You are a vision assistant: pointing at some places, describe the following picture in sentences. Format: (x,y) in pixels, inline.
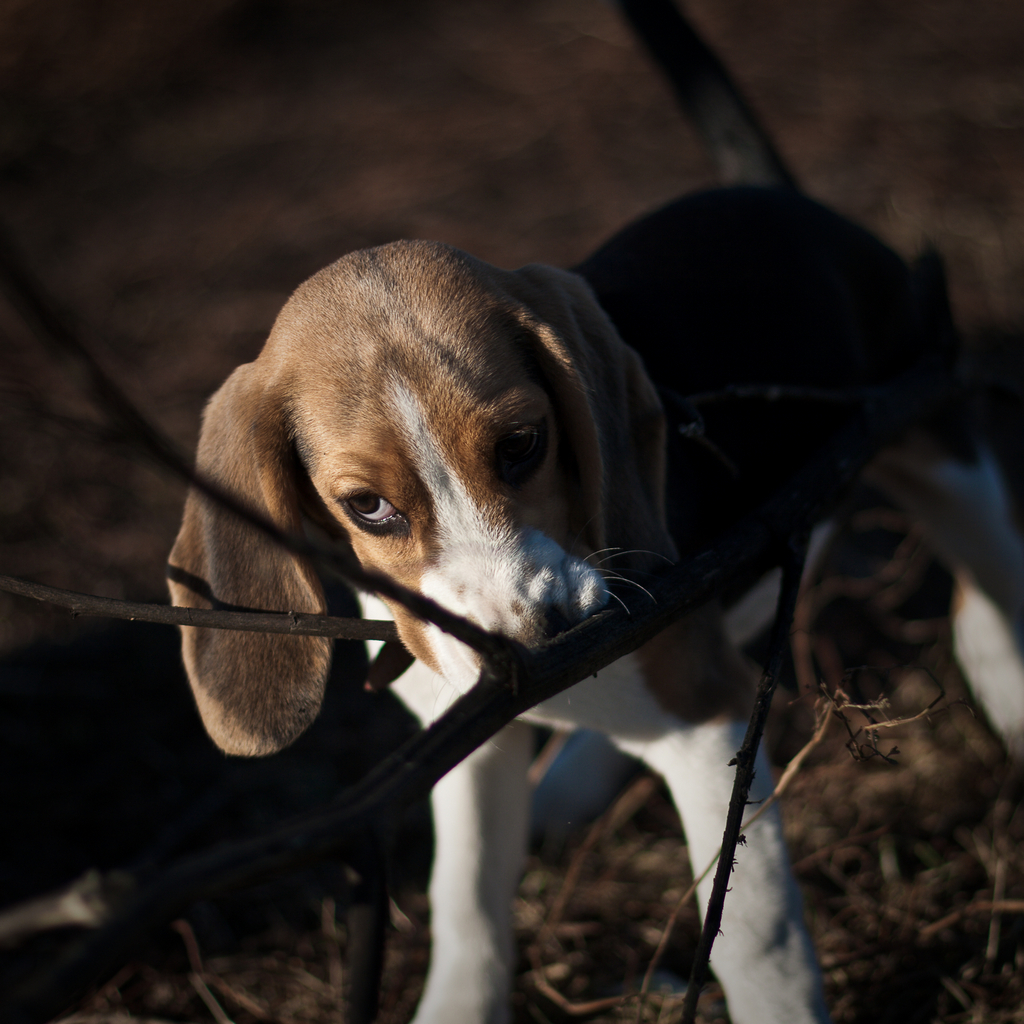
In this image we can see a dog (513,575) which is of brown and white color standing near the branch (18,590) of a tree (659,621).
